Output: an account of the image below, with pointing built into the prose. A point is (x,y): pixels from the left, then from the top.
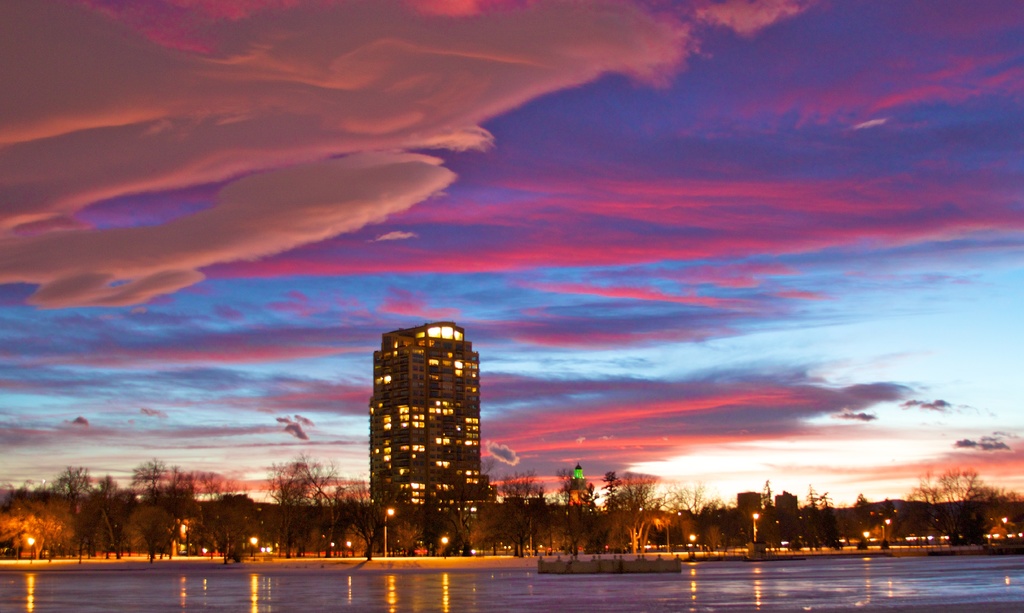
In this image, I can see the buildings (434,435) with the lights (416,486). These are the trees (519,544) and street lights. I can see the clouds (632,205) in the sky (645,243).
